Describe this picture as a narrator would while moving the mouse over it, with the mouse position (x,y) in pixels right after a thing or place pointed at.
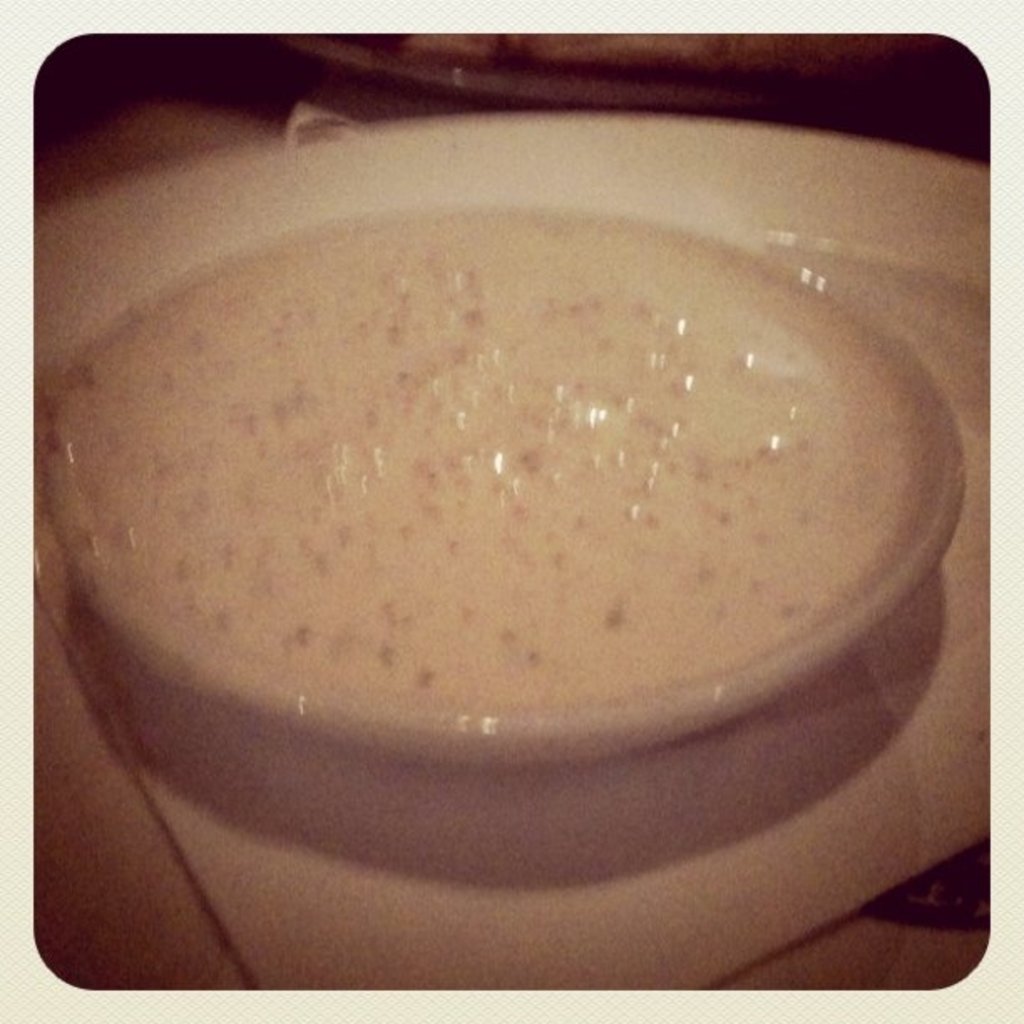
In this image in the center (672,354) there is one plate (665,200), on the plate (262,172) there is some food (475,391) and in the background (428,106) there are some objects (521,54).
